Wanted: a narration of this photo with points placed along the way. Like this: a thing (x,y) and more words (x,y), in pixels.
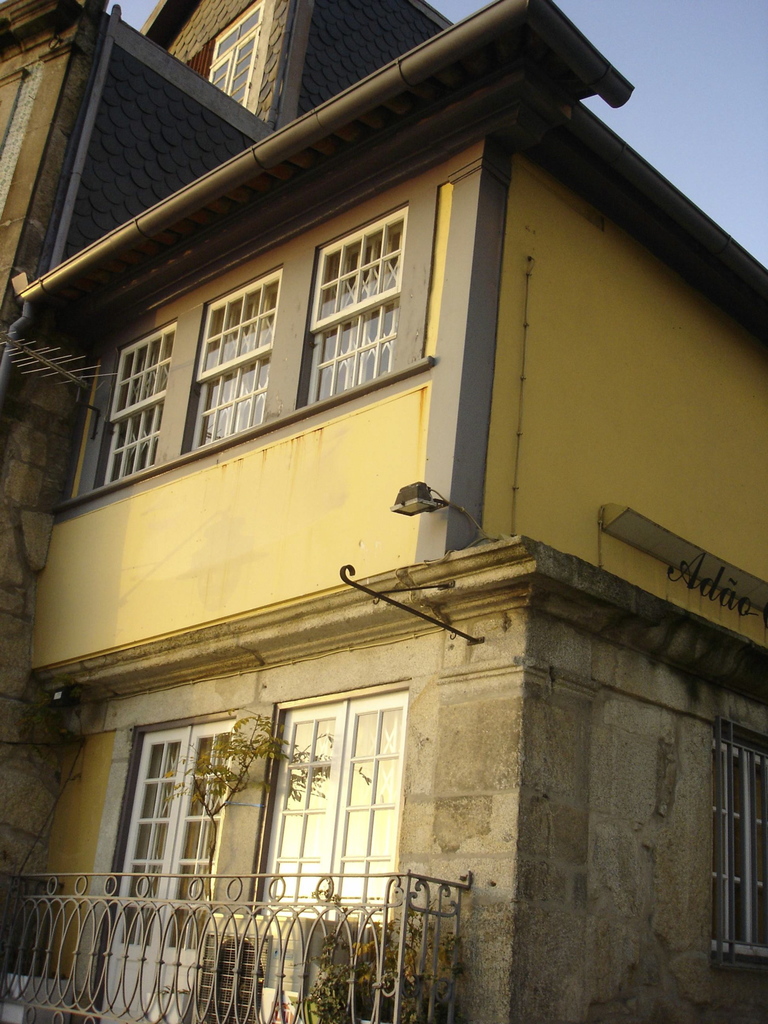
In this image in the center (315,510) there is a building (339,480) and on the building (294,807) there are windows (217,386), doors (292,779). In front of the building (266,883) there is a fence (219,960).
